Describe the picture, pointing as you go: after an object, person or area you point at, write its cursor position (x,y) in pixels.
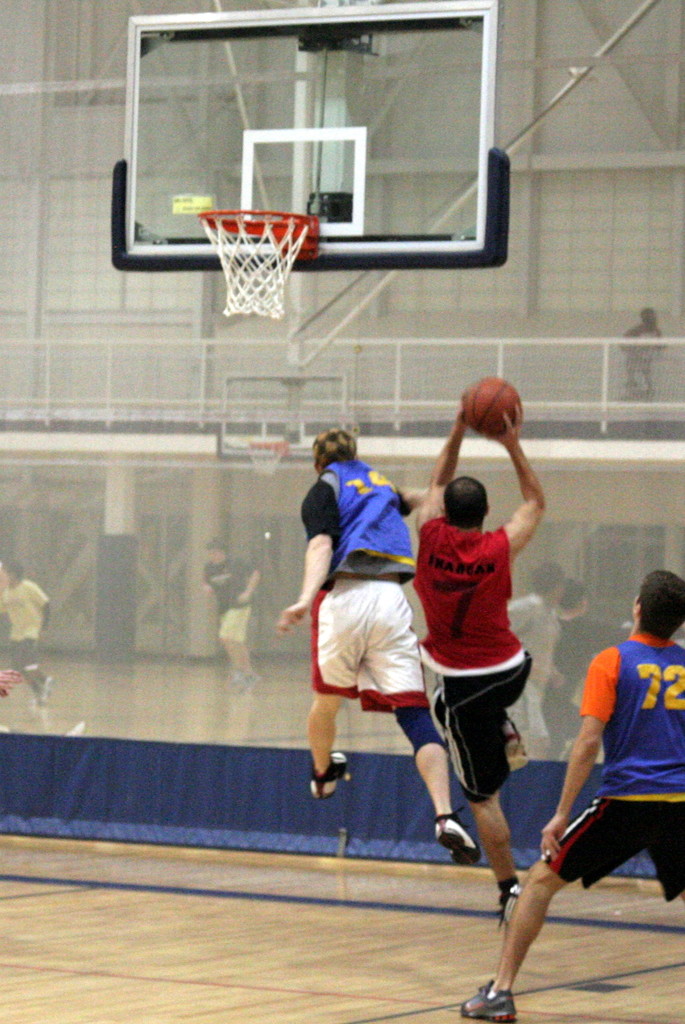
There are people (675,857) in motion and this person (510,645) holding a ball (495,416). We can see basket ball hoop (152,206) and net (583,329), through this net (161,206) we can see people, basketball hoop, railing (400,390), pillar (213,480) and wall (275,536).
